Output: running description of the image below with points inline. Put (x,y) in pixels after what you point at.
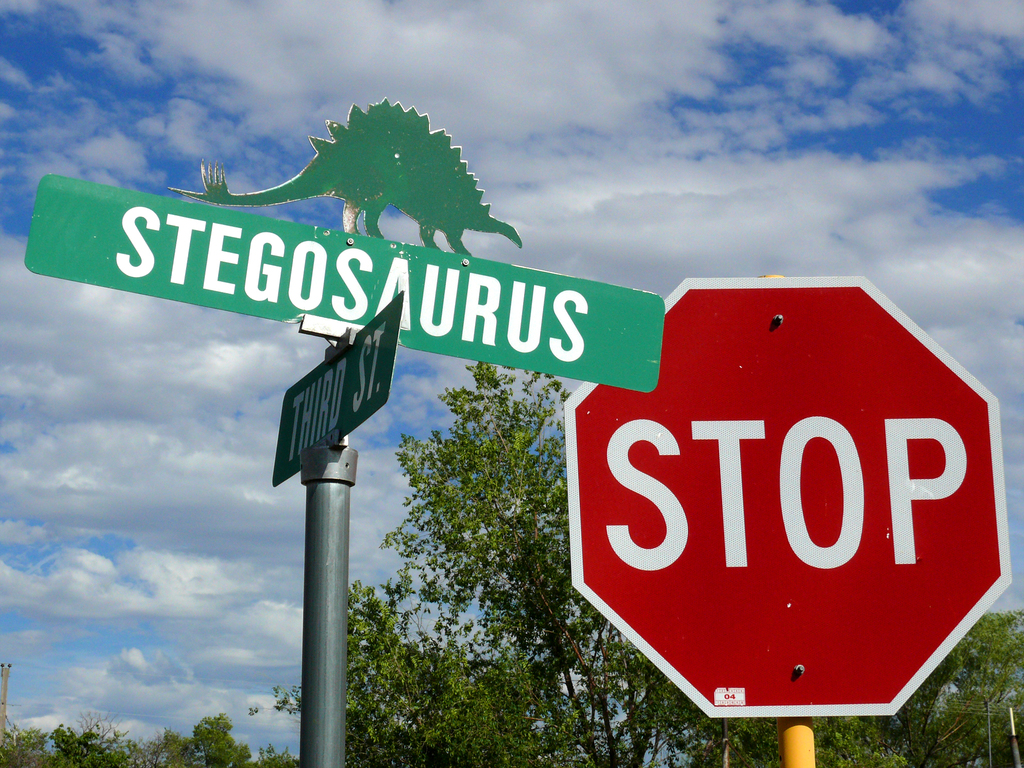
In this image there is a signboard (760,355) and direction boards (381,373) attached to the poles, and in the background (644,721) there are trees (953,737), sky (756,234).
